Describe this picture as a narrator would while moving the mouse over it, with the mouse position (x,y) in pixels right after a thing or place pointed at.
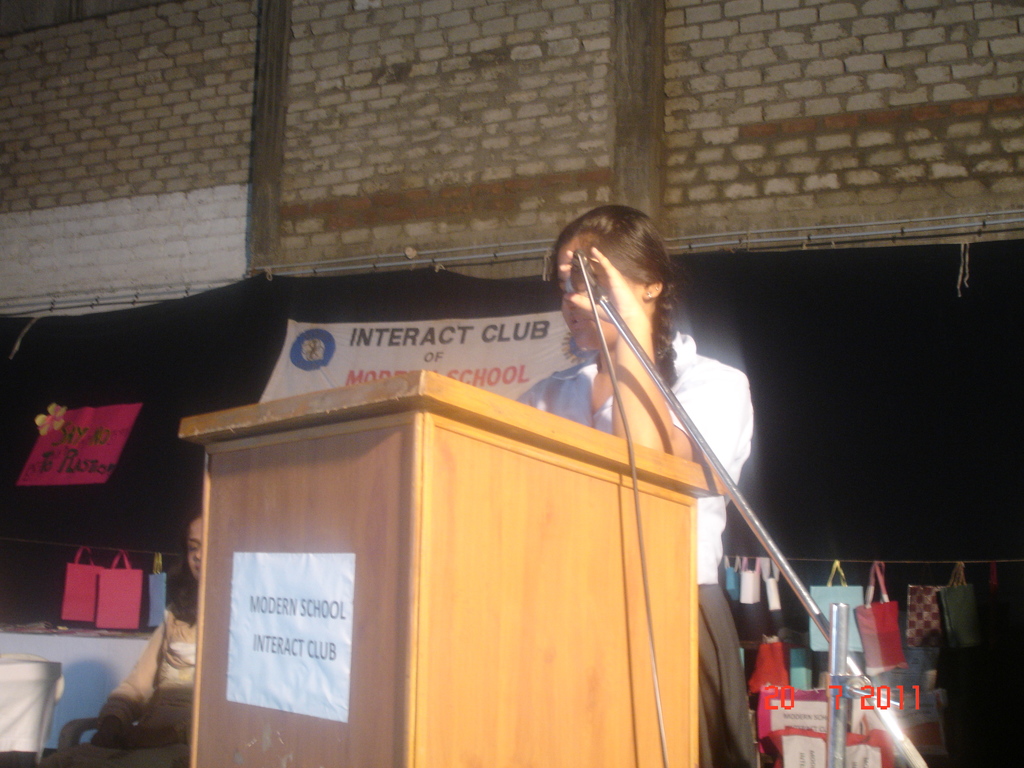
This picture seems to be of outside. In the center (639,272) there is a woman (714,402) wearing white color shirt (575,390), holding a microphone (595,287) and standing behind the podium (494,480). The microphone (580,254) is attached to the stand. On the left (171,636) there is a woman (173,608) sitting on the chair (65,756) and we can see the table (71,667). In the background (496,352) we can see the banner (480,356), brick wall (481,160) and many number of bags (113,588) hanging on a rope (956,563).
